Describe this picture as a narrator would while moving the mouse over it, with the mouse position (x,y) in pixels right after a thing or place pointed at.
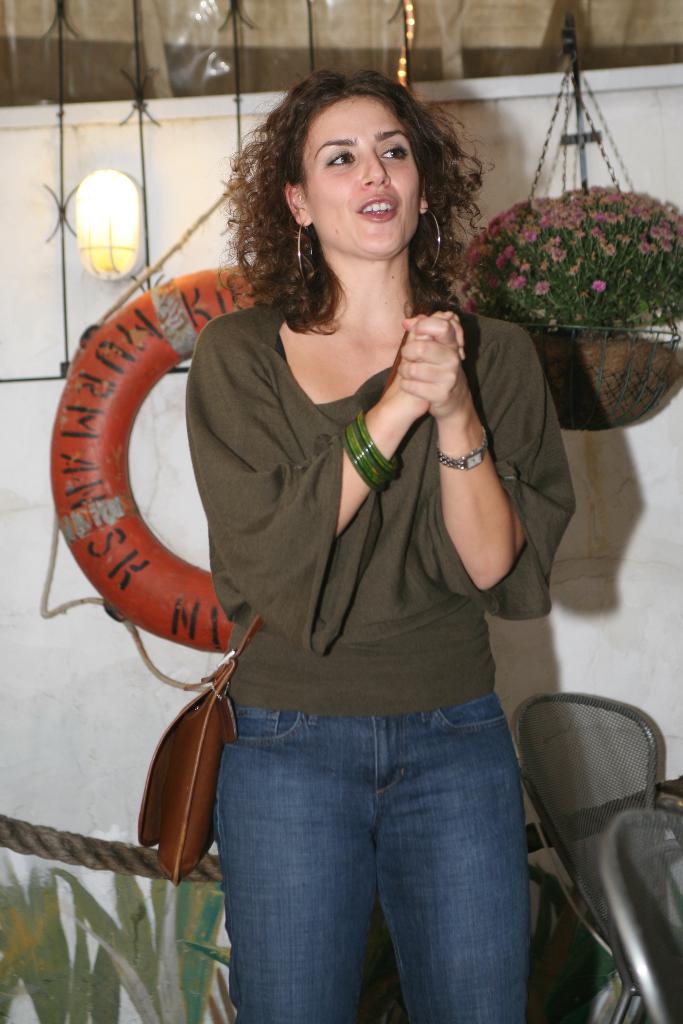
In this picture we can see a woman (276,205) standing and looking at someone. In the background (638,203), we can see a tube (228,296), a light (102,183) & a hanging flower pot (551,282).
